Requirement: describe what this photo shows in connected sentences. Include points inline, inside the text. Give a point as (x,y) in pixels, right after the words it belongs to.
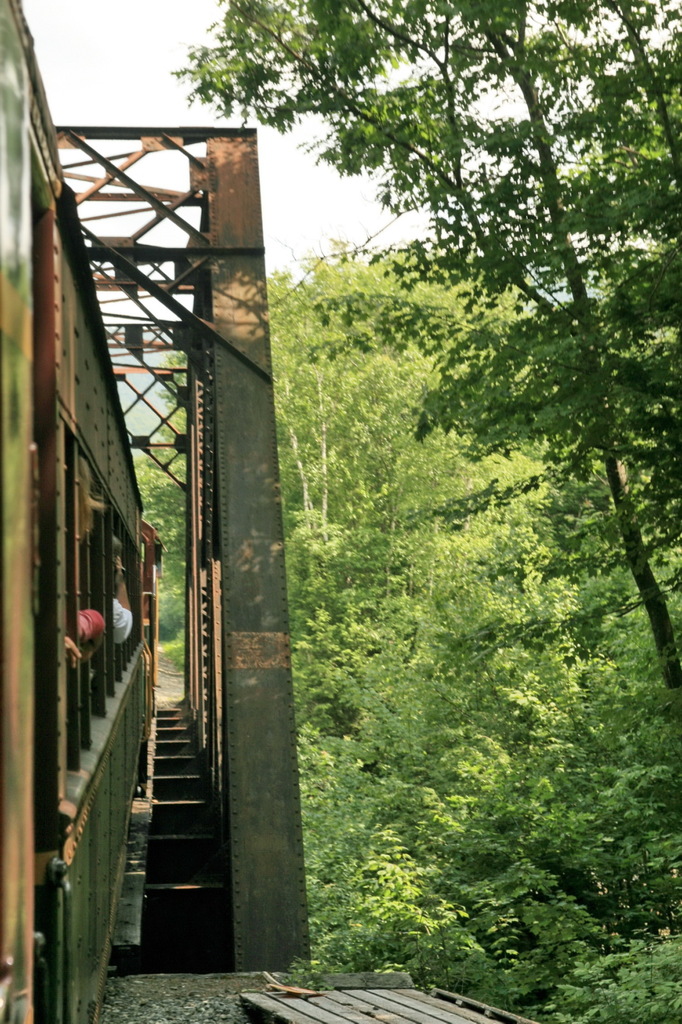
In this image I can see a train (61,492) on the track (164,697). Background (572,494) I can see trees (328,514) in green color and the sky (123,86) is in white color.
